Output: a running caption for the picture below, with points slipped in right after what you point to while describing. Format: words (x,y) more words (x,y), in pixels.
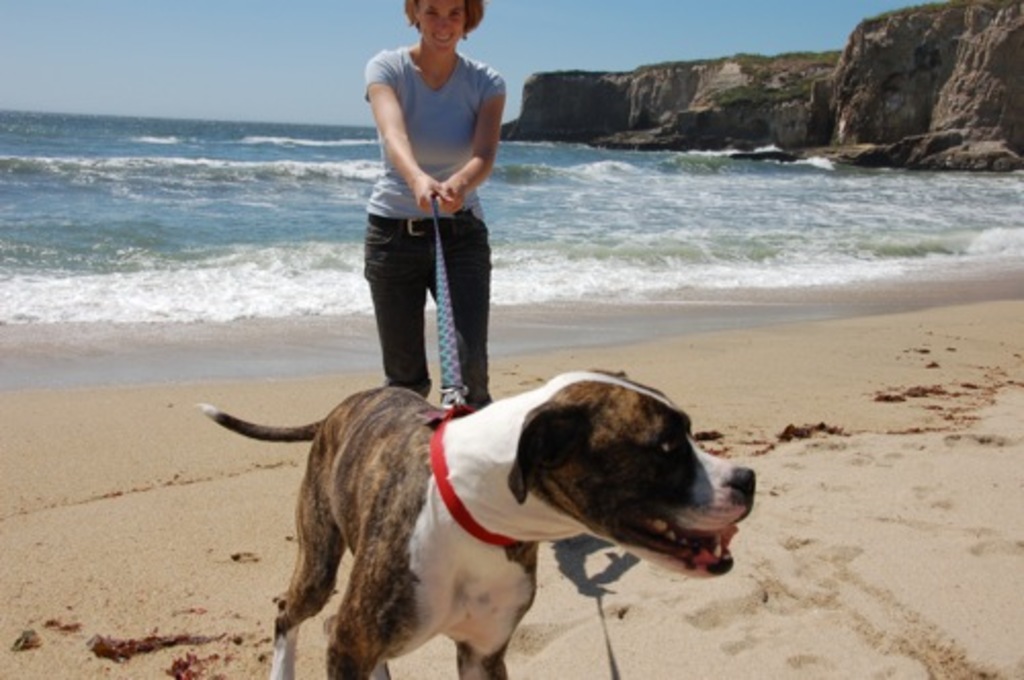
There is a woman (408,134) standing and holding a leash (449,382) and we can see dog (554,473) on the sand (732,608). In the background (812,9) we can see water (888,217), hill (589,114) and sky (525,31).
